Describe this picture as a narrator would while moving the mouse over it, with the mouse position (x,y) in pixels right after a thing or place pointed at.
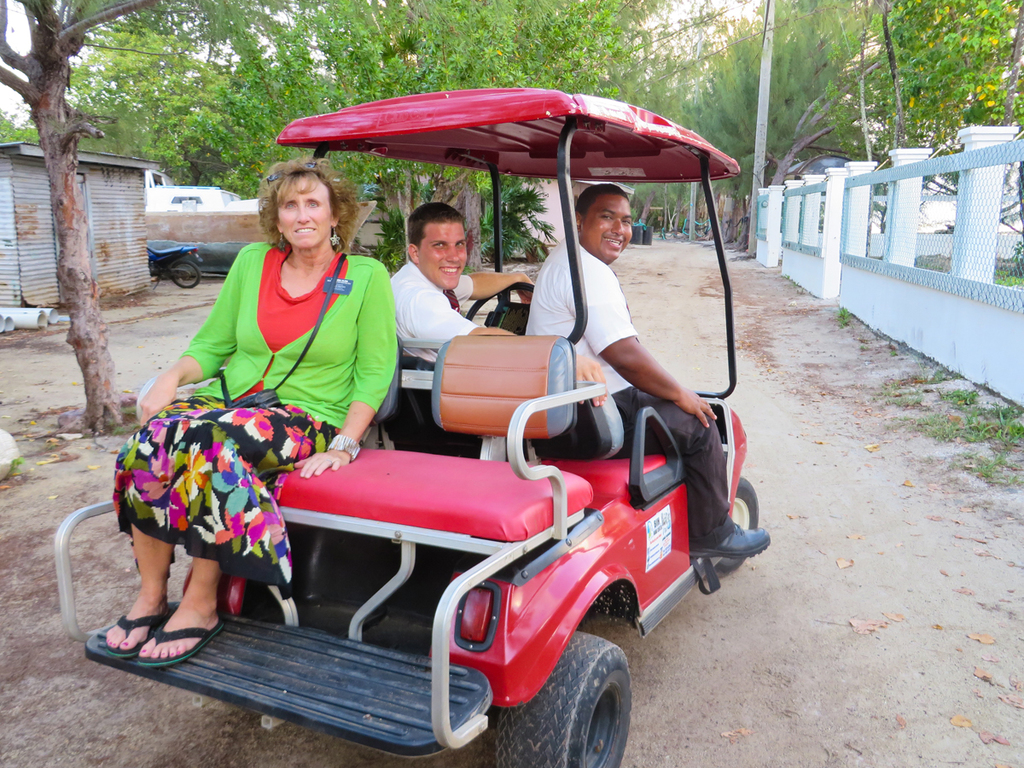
In this image there are three persons (314,340) who are sitting on vehicle (311,521) and riding. On the background (324,26) there are some trees (460,43) and on the right side (906,269) there is a white wall (949,307) and fence (965,227). On the left side (42,271) there is a home (115,202), beside that home (130,235) there is one bike (158,255) and in the middle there is one pole (760,116).
